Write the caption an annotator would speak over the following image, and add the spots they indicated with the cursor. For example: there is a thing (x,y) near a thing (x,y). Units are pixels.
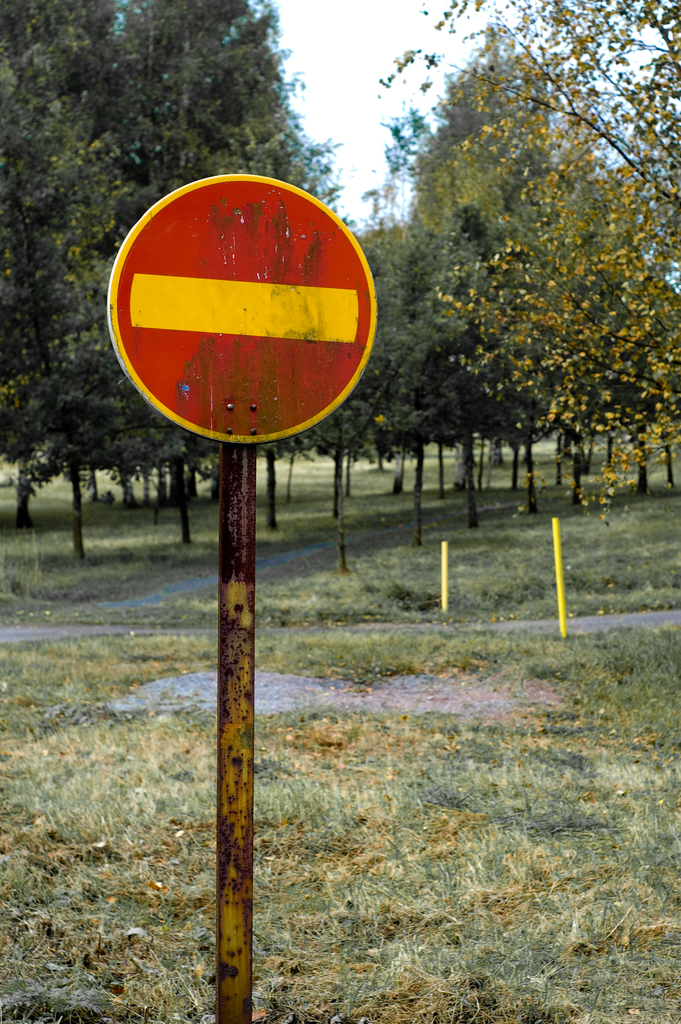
In front of the picture, we see a pole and a board (277,364) in red and yellow color. At the bottom (445,892), we see the grass (533,934). In the middle (442,590), we see the road (422,630) and the poles (445,556) in yellow color. There are trees (56,408) in the background (507,270). At the top (396,94), we see the sky (396,94).
